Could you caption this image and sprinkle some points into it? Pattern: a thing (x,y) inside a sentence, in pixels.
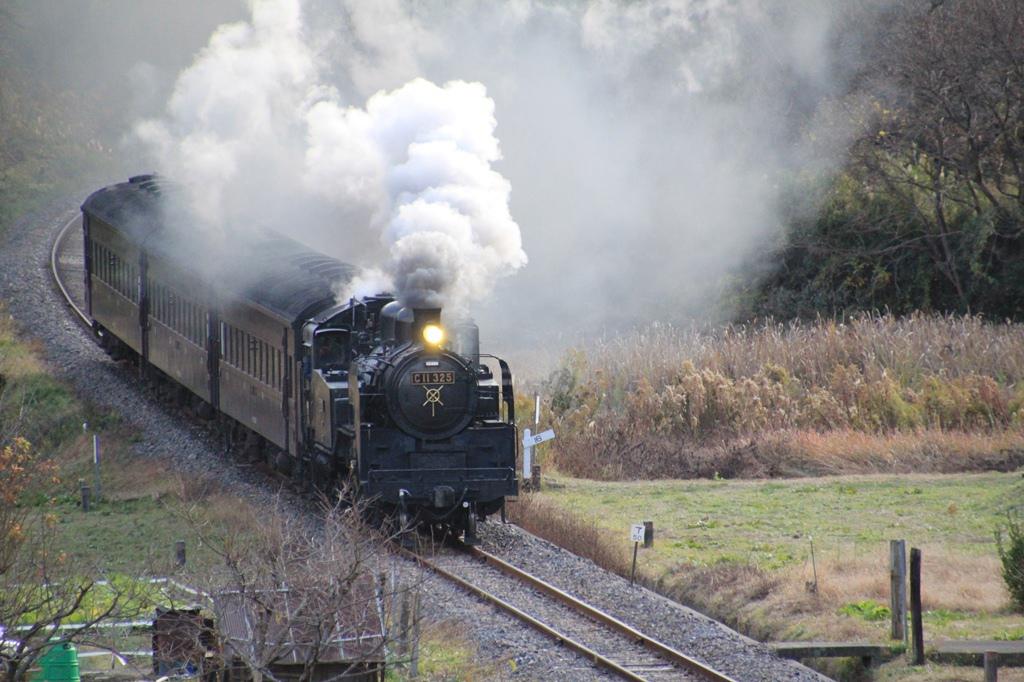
In this picture there is a train (473,462) on the railway track (634,670) and there is smoke (486,234) on the top of the train (427,309). At the back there are trees (1002,177) and plants (909,373) and poles (405,633). At the bottom left (325,630) there is a house (347,636). At the bottom (742,494) there is grass (773,537) and there is a railway track (616,622) and there are stones (520,661).
